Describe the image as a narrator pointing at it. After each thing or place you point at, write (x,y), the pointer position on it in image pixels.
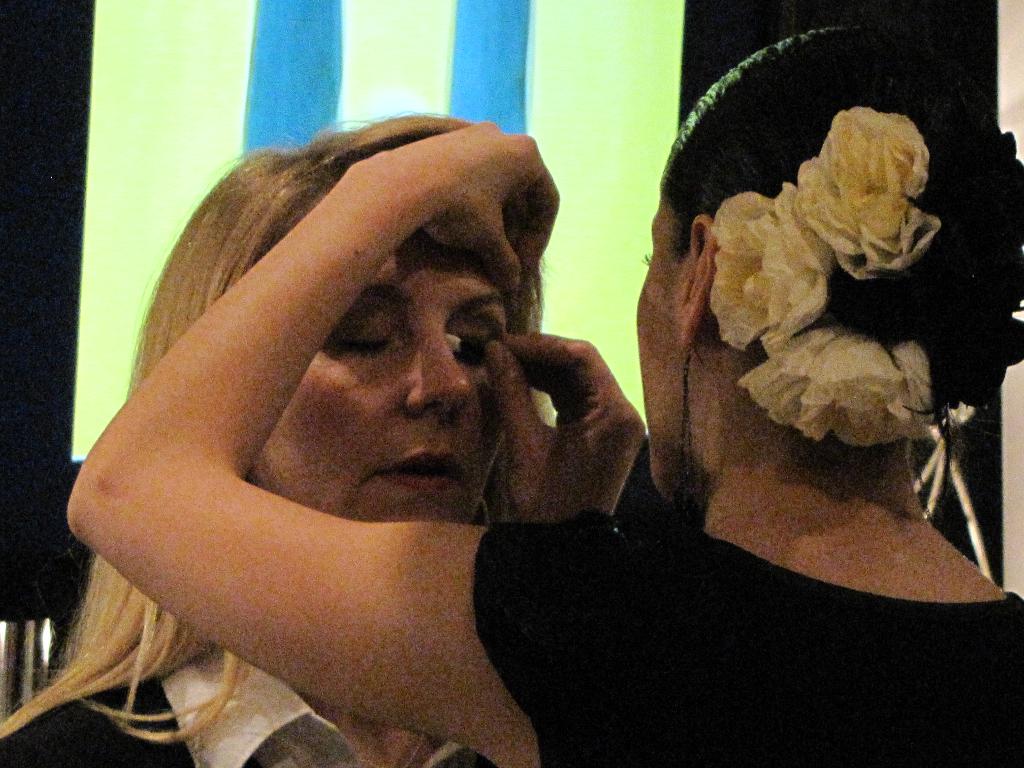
In this image there is a lady (757,361) putting the eye shadow (470,336) to the other lady (381,336). In the background of the image (170,235) there is a board (642,44).
